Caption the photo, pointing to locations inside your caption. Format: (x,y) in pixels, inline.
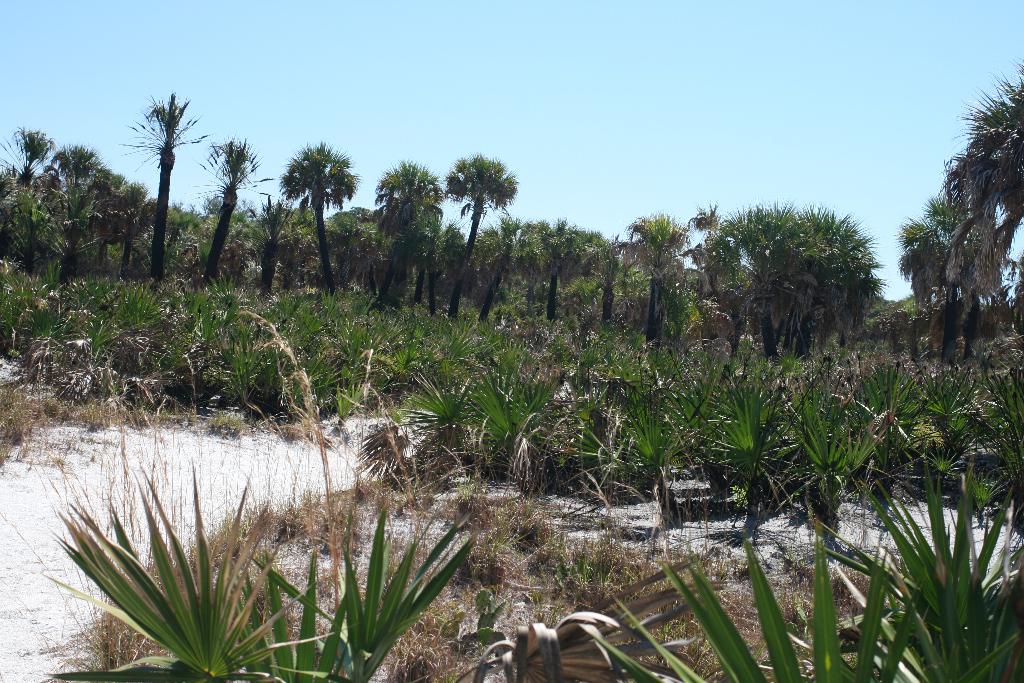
At the bottom (428,539) we can see plants (388,455) and grass (23,423) on the ground (13,553). In the background (295,279) there are trees (358,281) and sky (867,147).
